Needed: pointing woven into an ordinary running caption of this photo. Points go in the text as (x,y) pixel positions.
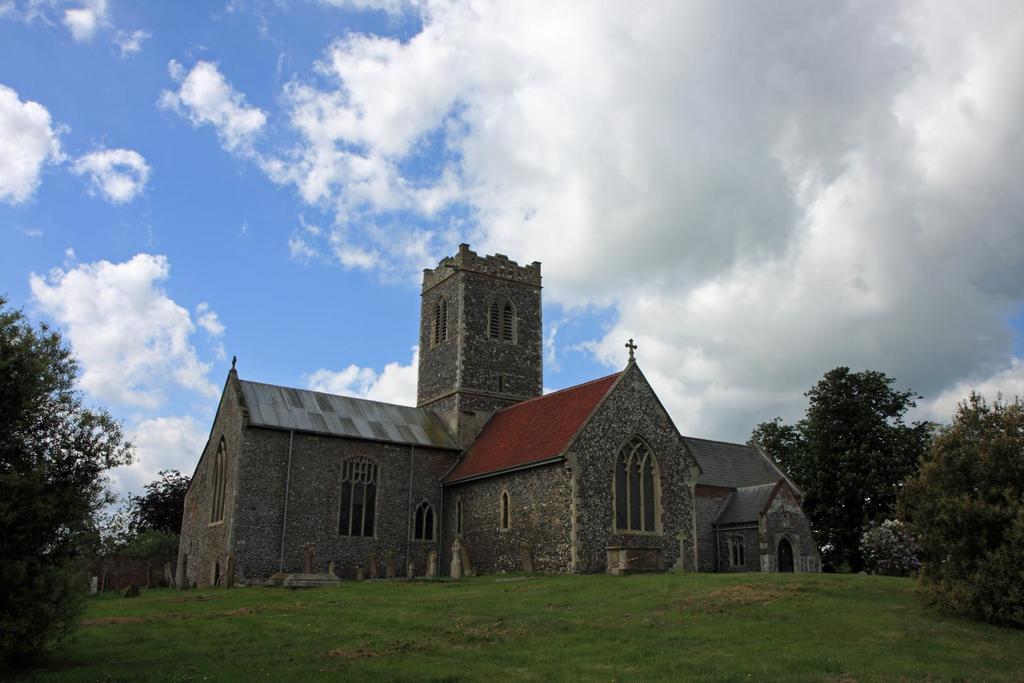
In the center of the image (488,292) there is a building (303,489). At the bottom (605,589) there is grass (747,682) and trees (1001,583). In the background (819,476) we can see trees (813,452), sky (591,304) and clouds (315,157).
